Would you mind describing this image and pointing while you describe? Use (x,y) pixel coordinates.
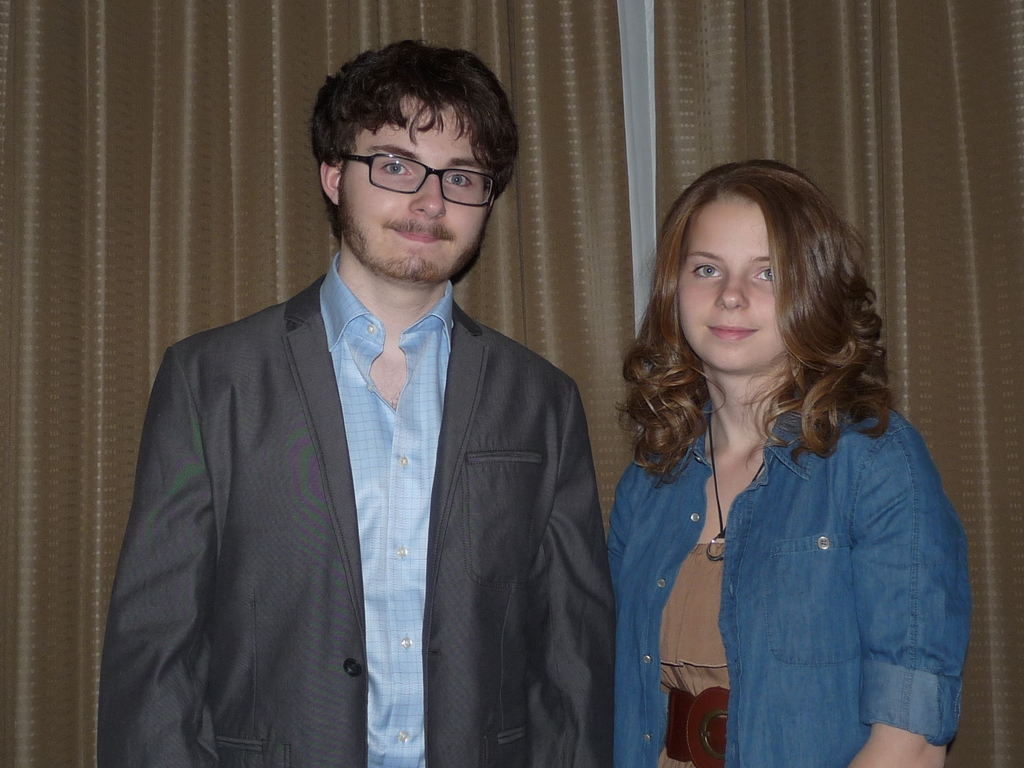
In this picture I can see there is a man (603,763) and a woman (649,449) standing, the man (347,458) is wearing a blazer (334,435), shirt (414,399), he has spectacles (459,190). The woman (730,342) is wearing a coat (831,564) and dress (697,549) and there is a curtain (810,83) in the backdrop (747,72).
